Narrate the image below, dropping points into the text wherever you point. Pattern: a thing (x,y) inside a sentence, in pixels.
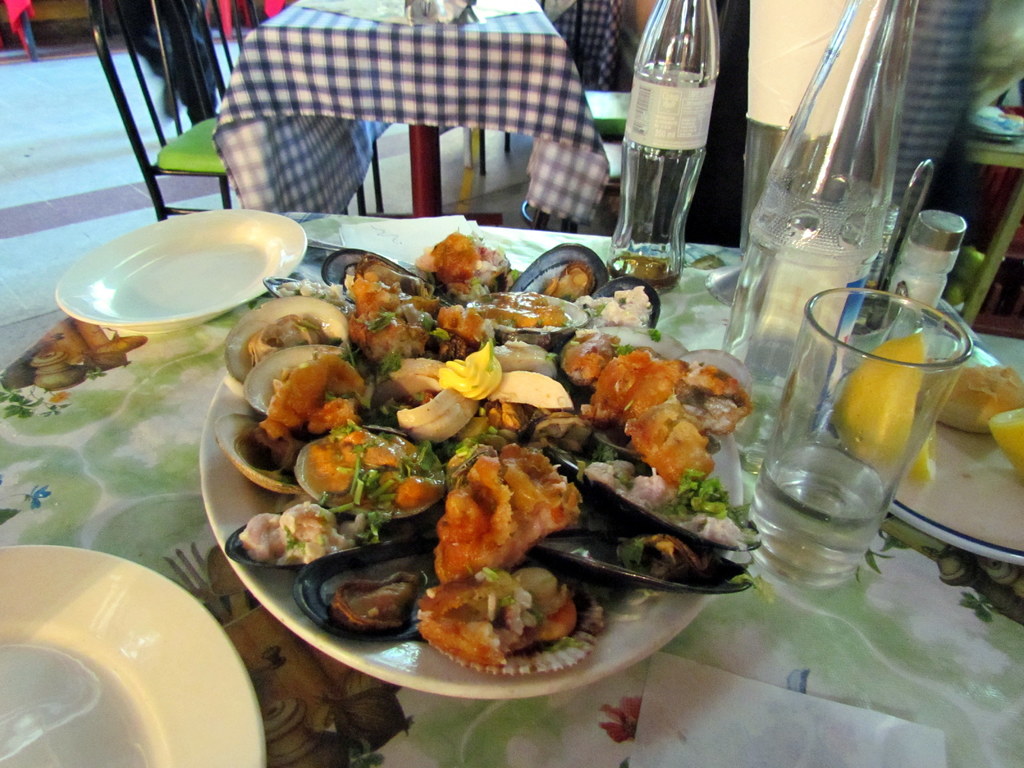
In the foreground of this image (348,494), there is some food (419,380) on the shells (276,382) which is on the platter (674,611) and there are also bottles (661,182), platters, glass (836,399), tissue (807,726) and few objects (922,277) on the table (823,593). At the top (497,39), there is a table (525,68), few chairs (197,130) and a person (184,92) walking on the floor (72,168).
